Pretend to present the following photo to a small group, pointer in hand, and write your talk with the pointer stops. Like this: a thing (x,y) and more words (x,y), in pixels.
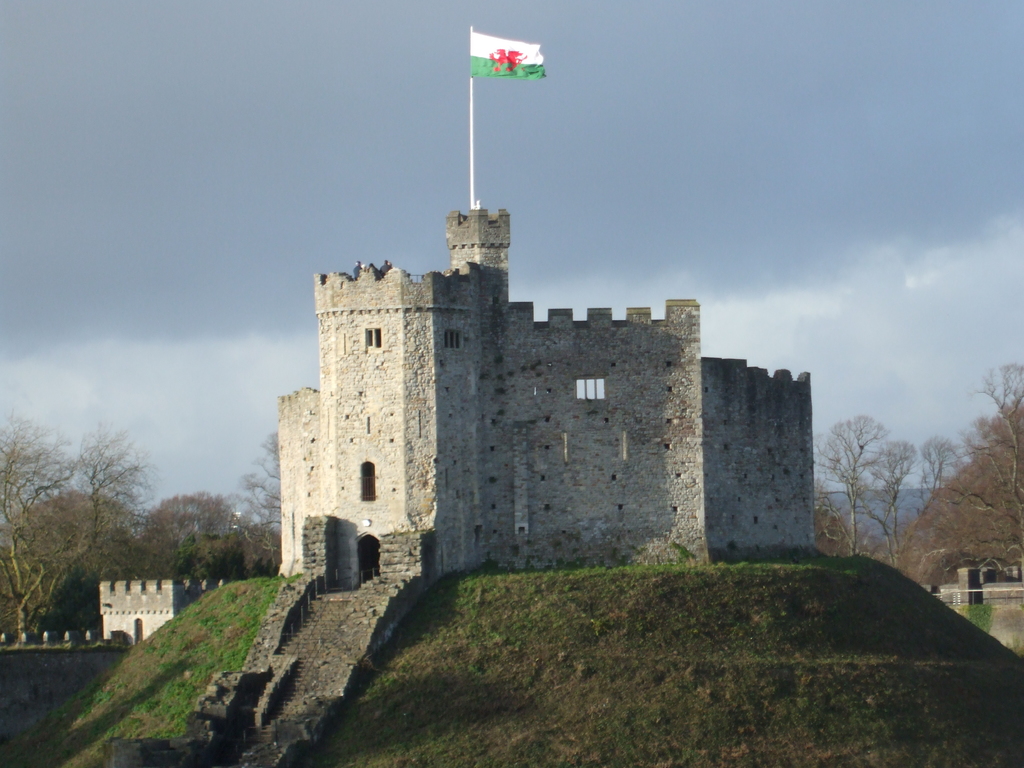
In this image I can see a building (662,470) in gray color and a flag (488,69) in white, red and green color. Background (996,541) I can see trees (1000,525) in green color and the sky (808,200) is in white color.
